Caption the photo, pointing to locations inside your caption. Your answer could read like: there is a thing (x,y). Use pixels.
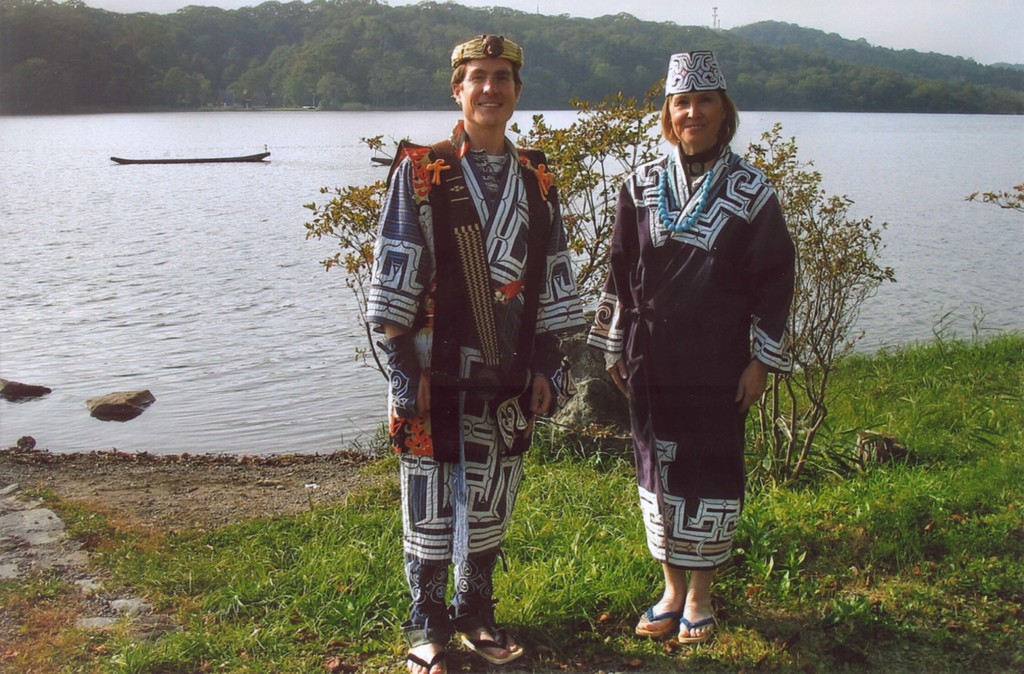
In this picture, we see a man (506,170) and a woman (705,262) are standing. Both of them are smiling and they are posing for the photo. Behind them, we see the trees (610,199). At the bottom (615,626), we see the grass (615,626). In the middle (365,414), we see water (229,272) and this water (248,217) might be in the river (328,159). On the left side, we see the stones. There are trees (295,50) and a tower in the background (720,44). At the top (797,5), we see the sky (699,9).
